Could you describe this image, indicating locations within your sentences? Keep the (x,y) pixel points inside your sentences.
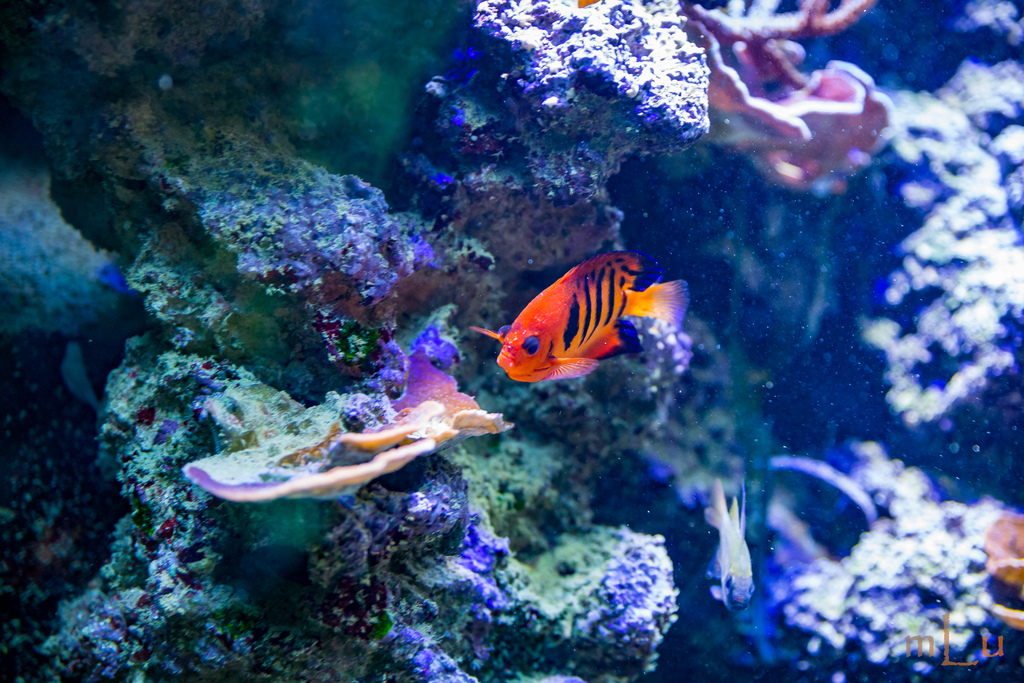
In this image in the center (566,330) there is one fish (608,285), and in the background (203,562) there are some water plants (495,223) and there are some water (334,151).
